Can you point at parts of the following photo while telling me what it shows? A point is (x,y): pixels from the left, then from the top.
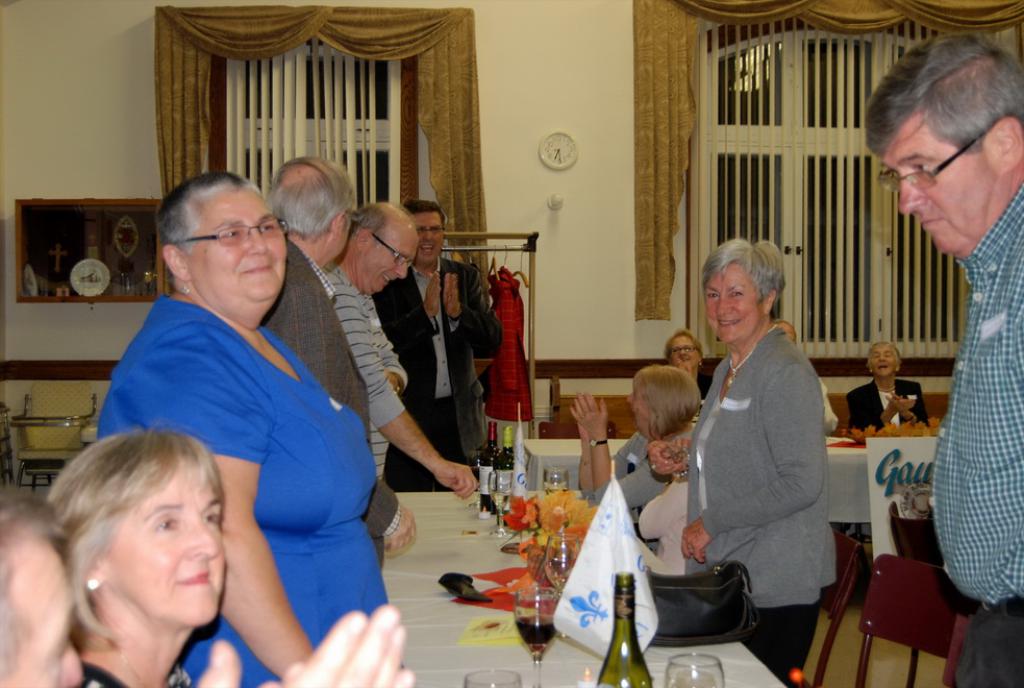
As we can see in the image there is a wall (615,171), clock (543,148), windows (723,123), curtain (656,106), few people (389,235) here and there and there are chairs (945,584) and tables (444,554). On tables (449,509) there are bottles (484,474), glasses (552,474), flower (541,518) flag (574,594) and a bag (697,611).
